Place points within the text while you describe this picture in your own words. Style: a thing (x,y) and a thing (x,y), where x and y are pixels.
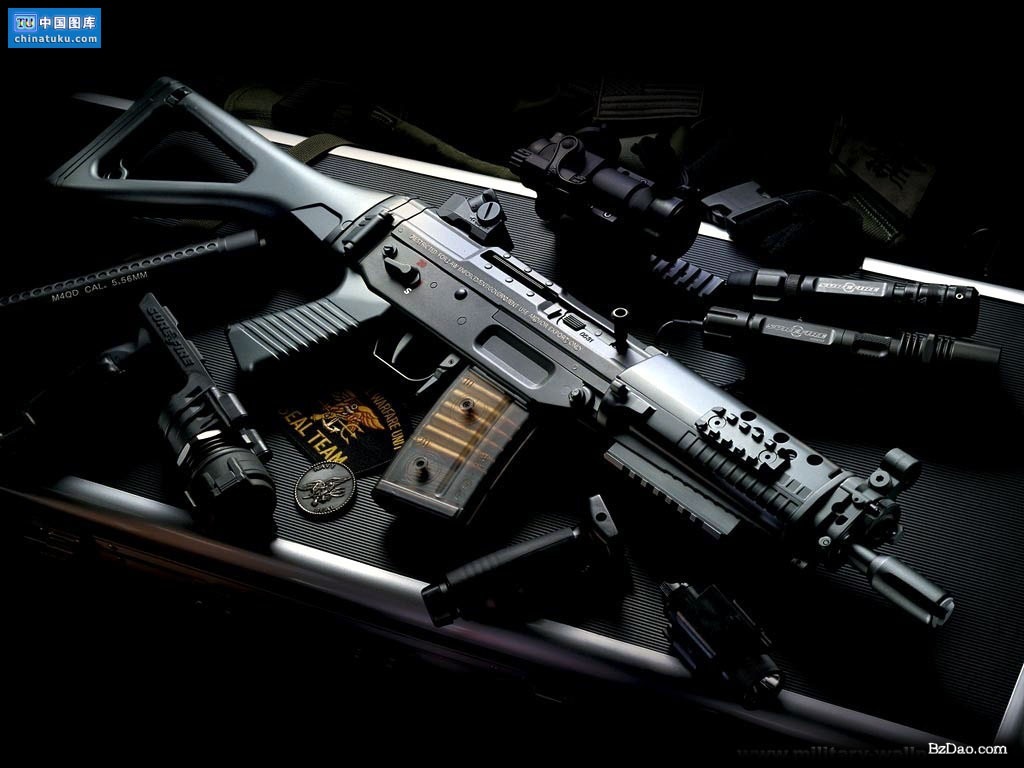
In this image we can see weapons (761,525) on the black color surface (519,481).
